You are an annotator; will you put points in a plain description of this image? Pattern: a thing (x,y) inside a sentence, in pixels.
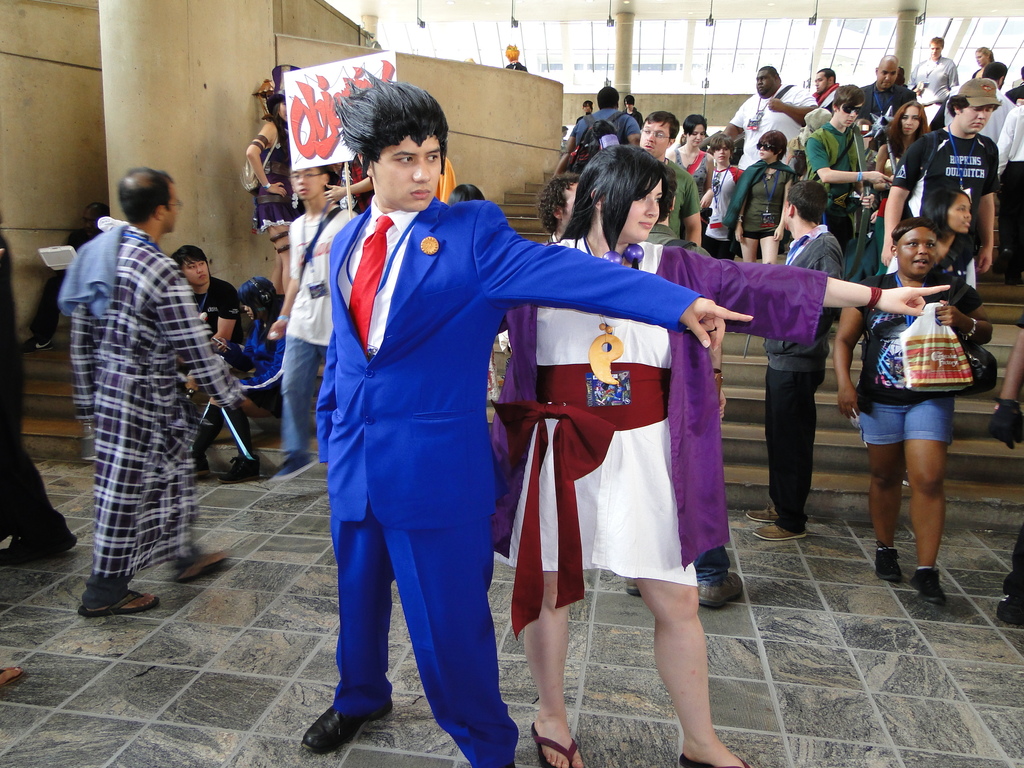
In this image we can see some people (445,539) standing on the floor (614,608). In that a person (889,371) is holding a plastic bag (906,361) and the other is holding a board (302,134) with some text (339,139) on it. On the left side (280,404) we can see some people (275,381) sitting. In that a person (275,391) is holding an object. On the backside (769,231) we can see a group of people (685,233) standing on the staircase (759,360). We can also see a wall (527,167), pillars (626,20) and a roof (679,5) with some lights (609,6).
